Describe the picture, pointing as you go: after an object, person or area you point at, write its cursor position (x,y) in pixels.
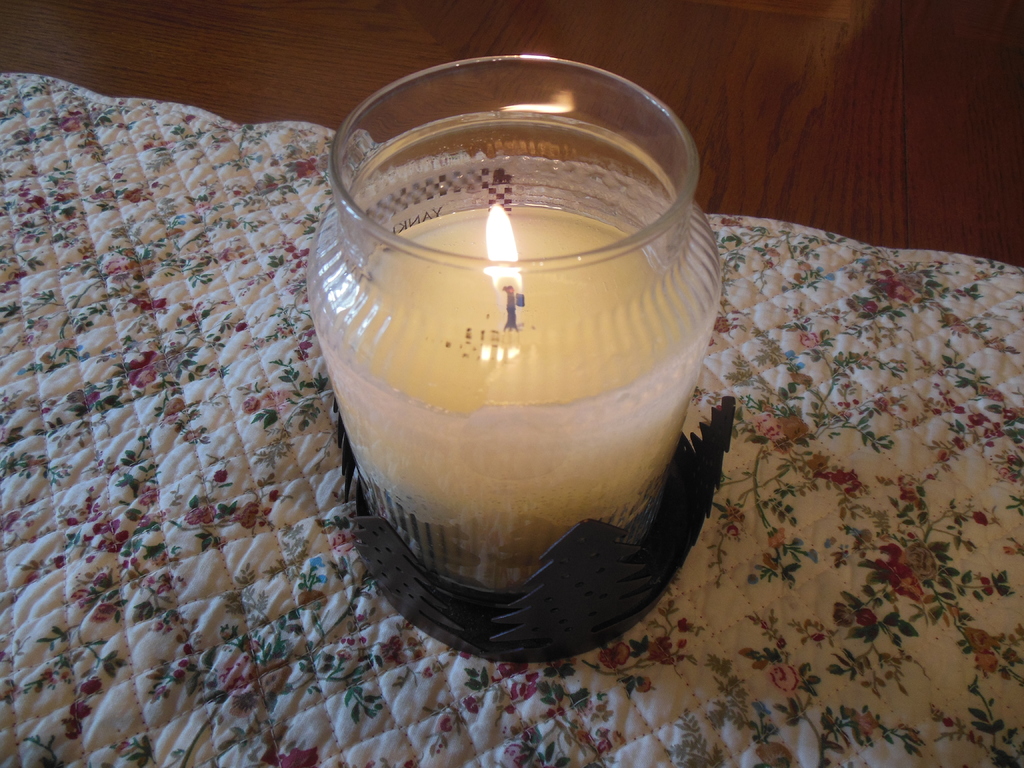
In the image there is a candle (460,289) kept in a jar (447,322) and kept on a cloth (124,213).
